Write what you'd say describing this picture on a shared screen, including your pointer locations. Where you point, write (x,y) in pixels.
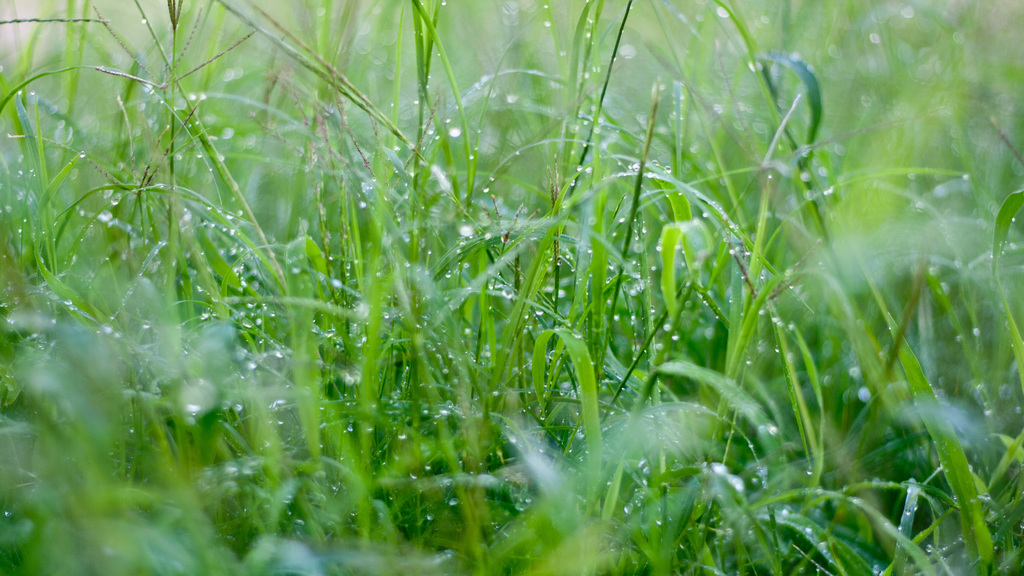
There is grass (446,252). On the grass (517,239) there are water droplets (791,326).
